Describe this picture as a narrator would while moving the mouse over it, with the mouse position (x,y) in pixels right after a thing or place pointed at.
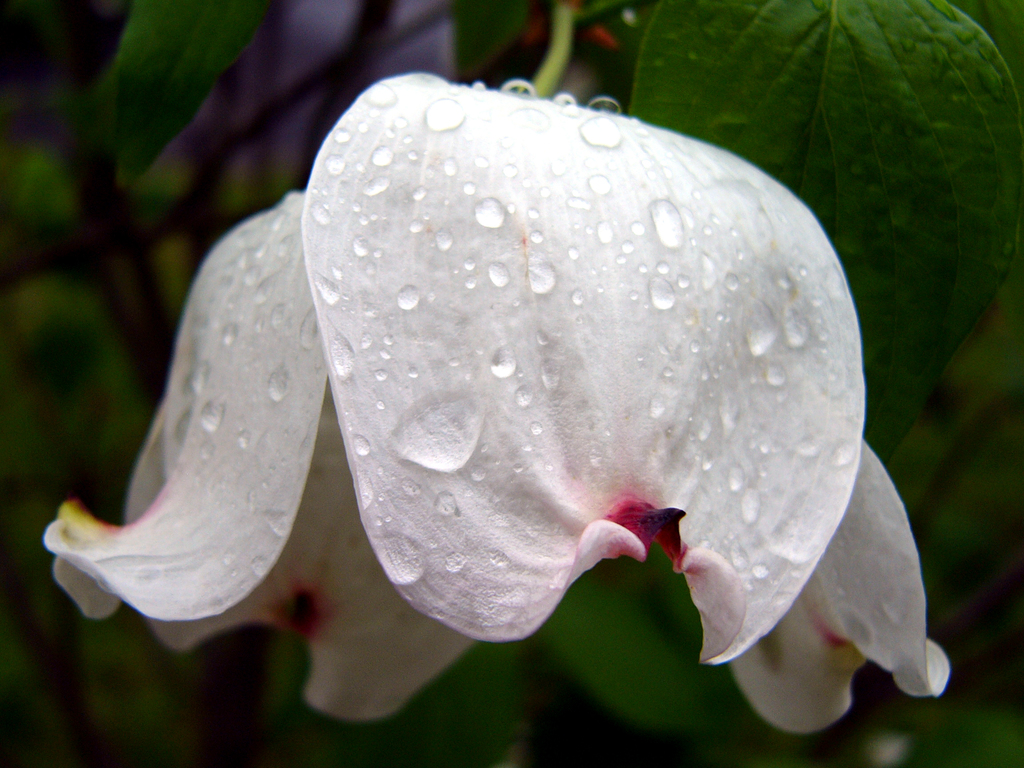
Here I can see a white color flower (487,282) and there are water drops (339,363) on it. In the background (889,164) leaves (914,210) are visible.
